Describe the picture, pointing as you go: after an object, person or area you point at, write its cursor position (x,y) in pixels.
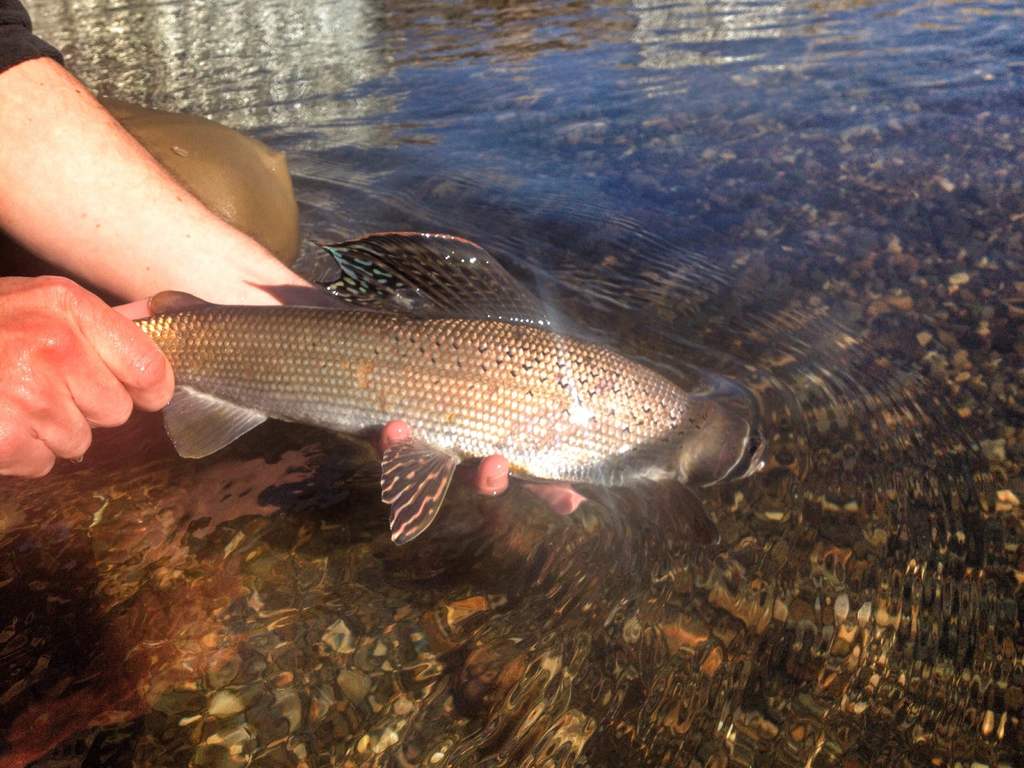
On the left side (37,155), there is a person (59,367) holding a fish (356,399) which is partially in the water (731,369). On the right side (756,320), there are stones (807,638) and shells (741,192) in the underground of this water (814,82).
